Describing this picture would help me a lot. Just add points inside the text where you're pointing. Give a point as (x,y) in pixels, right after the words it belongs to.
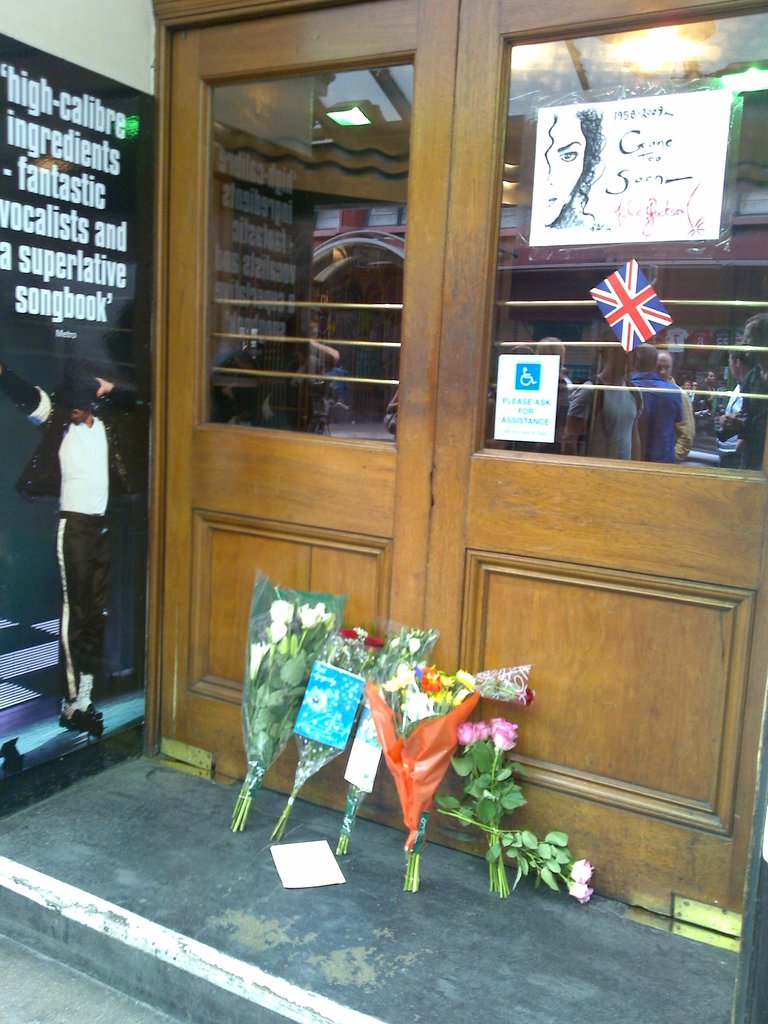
In this image, I can see these are the flower bouquets (287,698). This looks like a paper (326,847) lying on the floor (402,926). This is the door (565,583). I think these are the posters (554,364) attached to the glass (637,393). This looks like a poster (107,246), which is attached to the wall (102,49). I can see the reflection (666,383) of the people (614,374) and buildings (585,348) in the glass (641,374).
